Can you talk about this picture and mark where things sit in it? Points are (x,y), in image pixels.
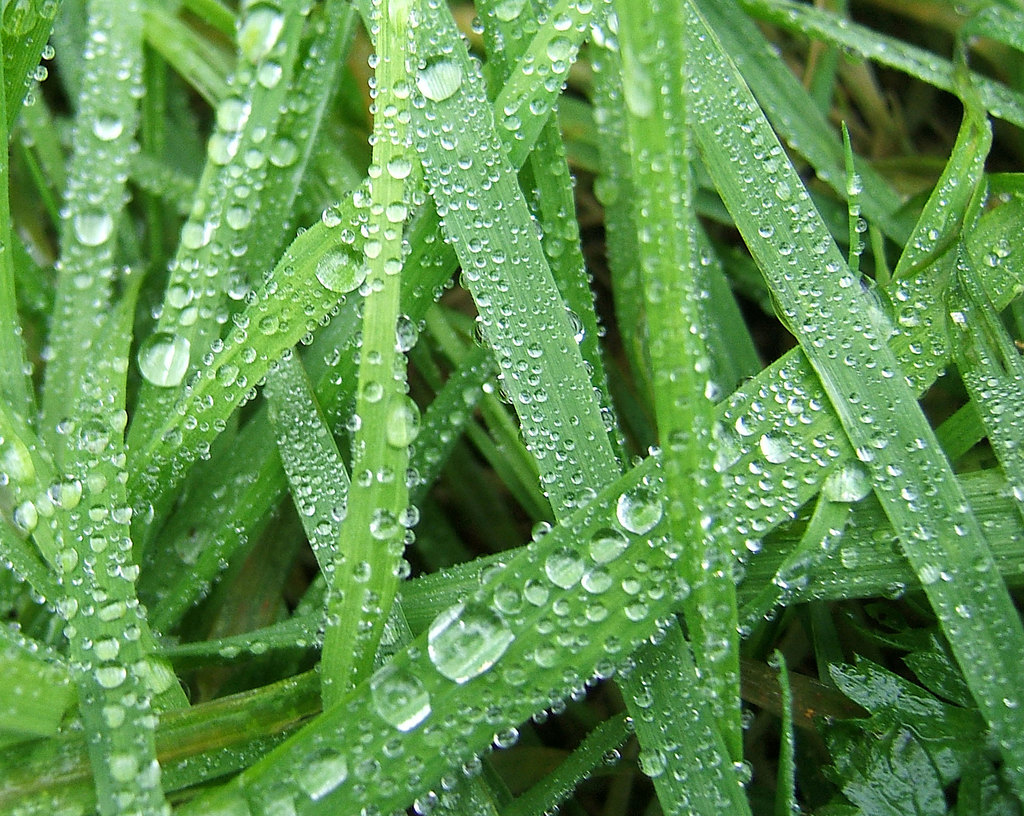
In this image we can see the dew (230,119) on the grass (587,449).
